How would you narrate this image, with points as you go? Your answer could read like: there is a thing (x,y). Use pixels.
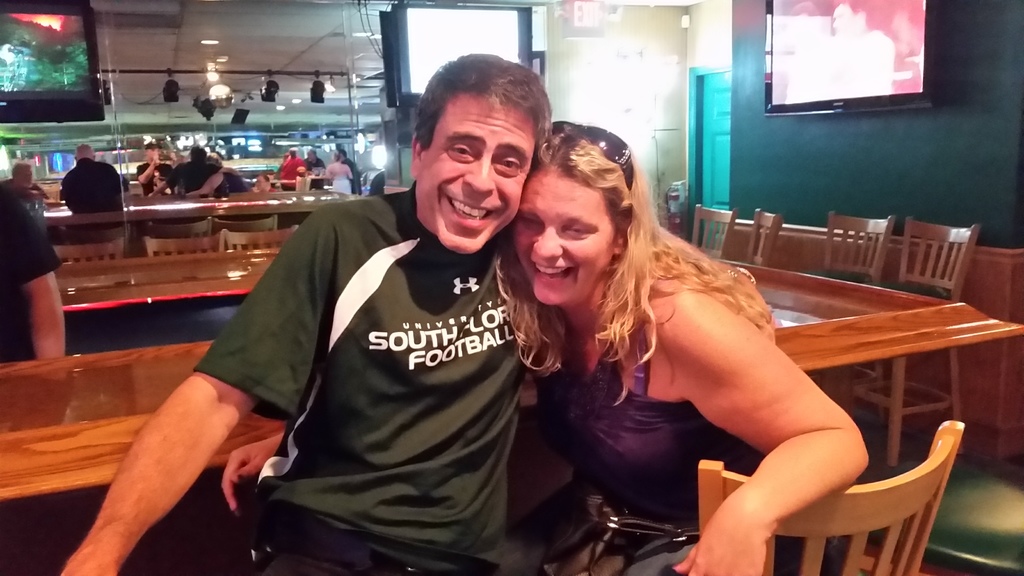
In this picture there are two persons (287,393), one man (425,423) and one woman (556,446) besides a table (88,443). Person (301,517) is wearing a green t shirt (417,403) and woman (738,302) is wearing a purple dress (590,449). In the background (151,230) there are group of people (13,179), chairs (195,249) and television (67,118). Towards the right (856,151) there is television (899,59) and a wall (866,166).
